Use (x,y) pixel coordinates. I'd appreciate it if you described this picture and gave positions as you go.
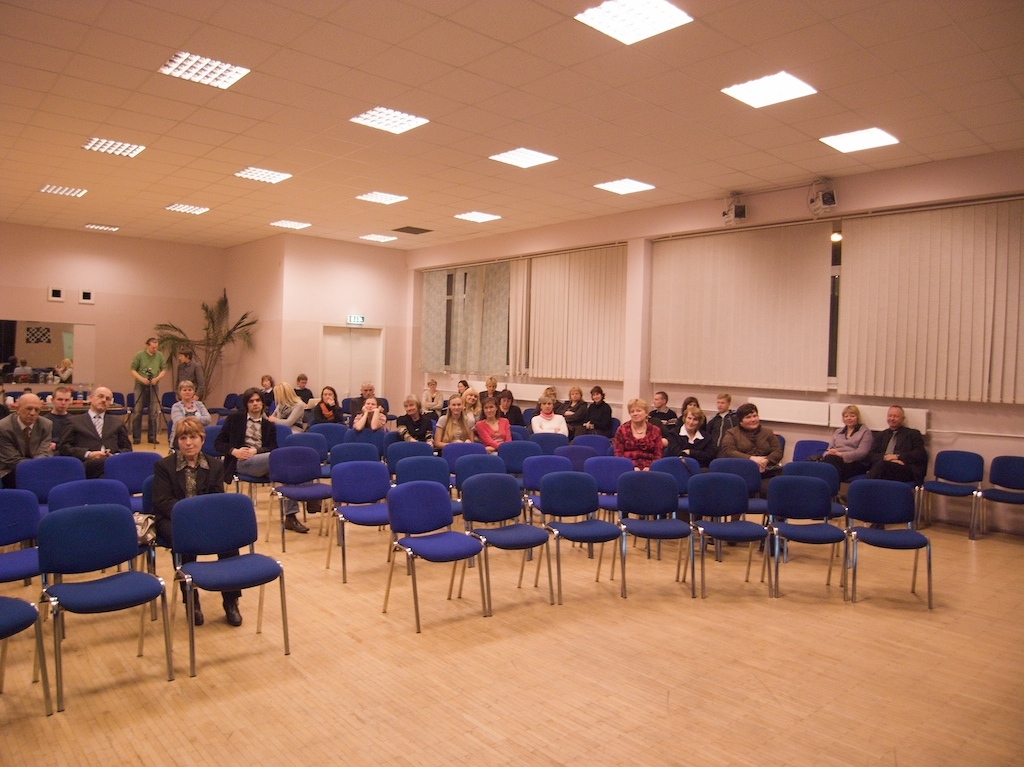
This picture is inside view of a room (311,384). In the center of the image (414,419) we can see chairs (399,525), some persons (182,363), plant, curtains (485,343), door (360,346), windows (473,306), light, roof (406,234), wall (304,245) are there. At the bottom of the image (665,721) there is a floor (647,689).
